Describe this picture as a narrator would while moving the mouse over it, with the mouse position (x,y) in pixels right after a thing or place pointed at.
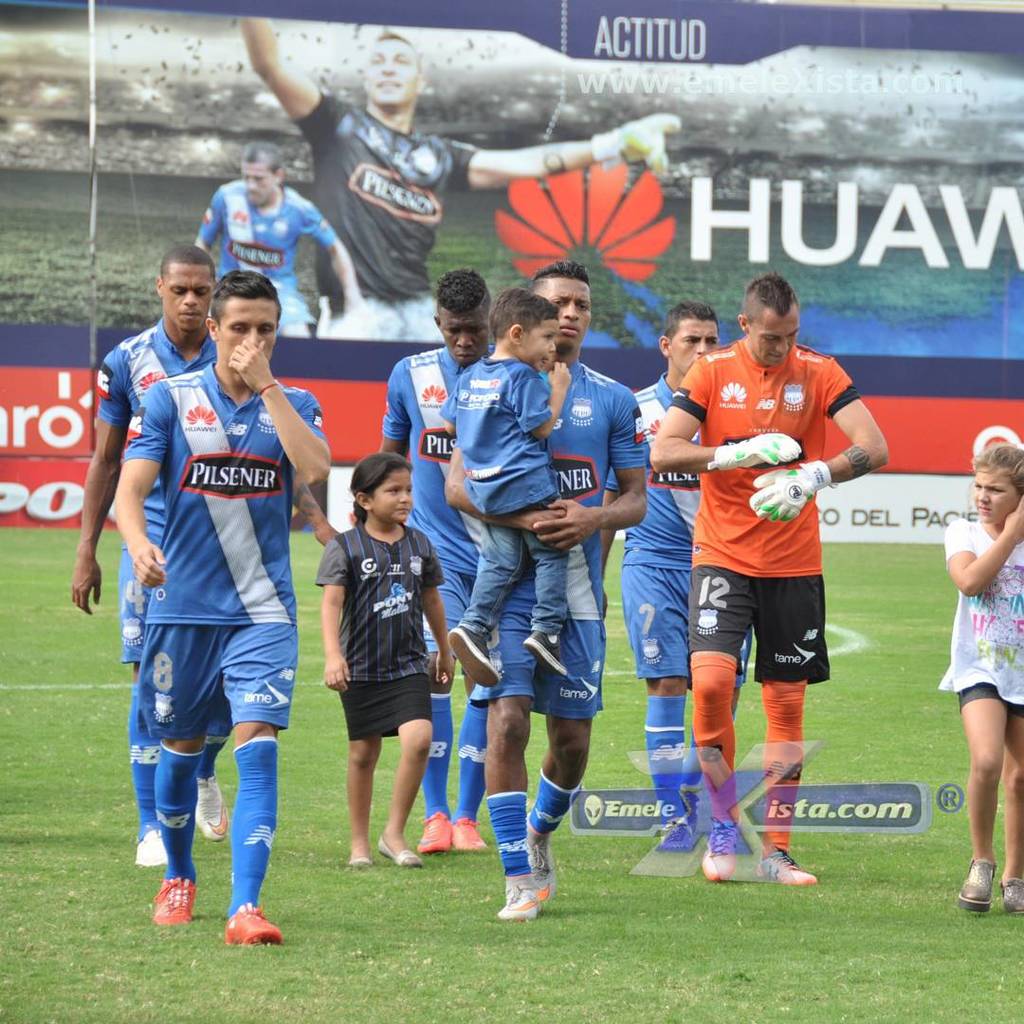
In this image we can see few persons (565,426) are walking on the ground (240,1018) and a person (568,552) is holding a kid (470,414) in his hands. In the background (145,117) there are hoardings (334,55) and there is a watermark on the image.
